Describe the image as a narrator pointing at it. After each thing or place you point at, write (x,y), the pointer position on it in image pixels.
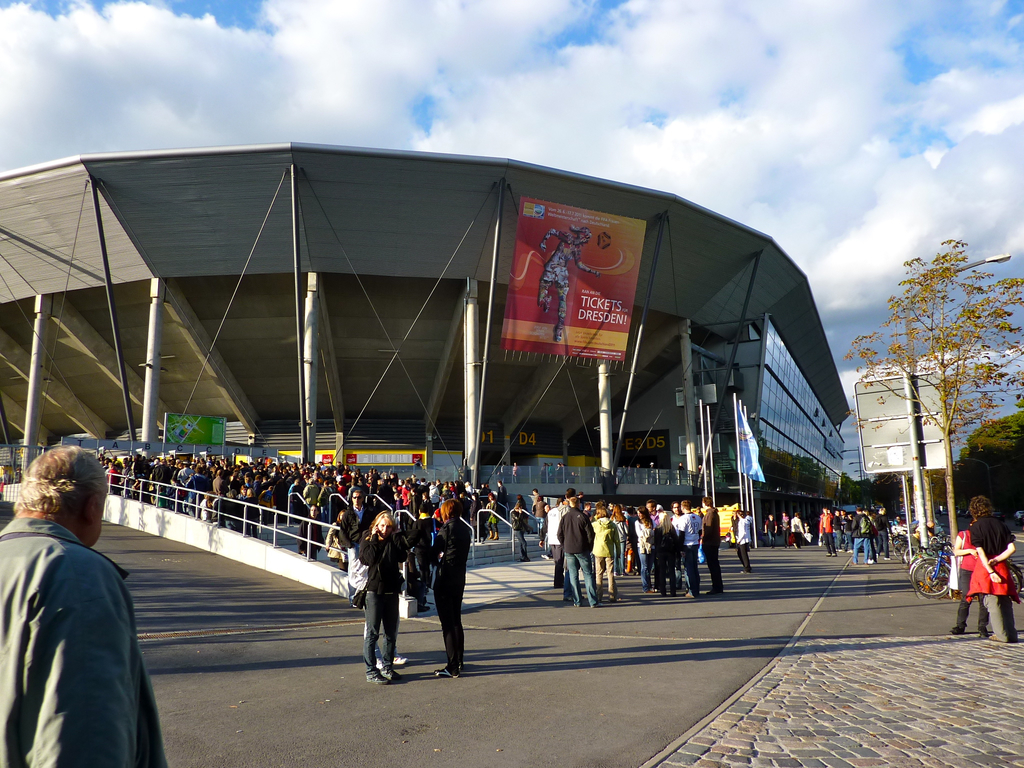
In this image we can see some people (374,647) and there is a building (543,415) which looks like a stadium (480,469) and we can see a banner (574,255) with some text (623,352) attached to it. We can see a few flags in front of the building (772,504) and there are some bicycles (927,550) and on the right side of the image (981,431) we can see some trees (980,486) and there is a pole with the board (938,392). At the top (461,102) we can see the sky (659,91) with clouds (113,61).
